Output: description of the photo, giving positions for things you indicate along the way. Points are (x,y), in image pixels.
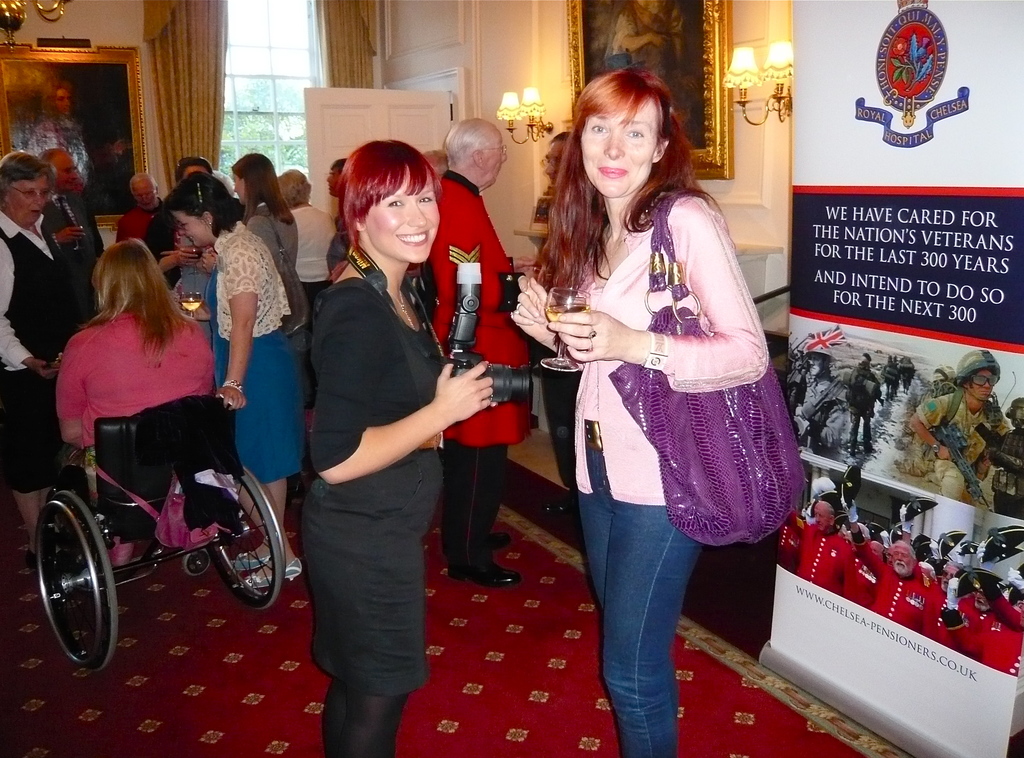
This picture is taken inside the room (588,427). In this image, in the middle (544,327), we can see two women (544,327), one woman (589,338) is wearing a hand bag (655,333) and holding a wine glass (571,366) in her hand (531,322) and other woman (377,319) is wearing a black color dress (373,392) and holding a camera (473,326) in her hand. On the right side (954,248), we can see a hoarding (978,376). In the background (484,312), we can see a group people (16,277). On the left side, we can see a woman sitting on the wheelchair (196,562). In the background (186,141), we can see a door (355,123), curtains (333,23), glass window (225,104) and a photo frame (126,92) which is attached to a wall (120,18). On the right side (706,13), we can also see another photo frame (653,63) which is attached to wall (546,109), few lights (534,113). At the bottom (592,731), we can see a red color carpet (137,698).
